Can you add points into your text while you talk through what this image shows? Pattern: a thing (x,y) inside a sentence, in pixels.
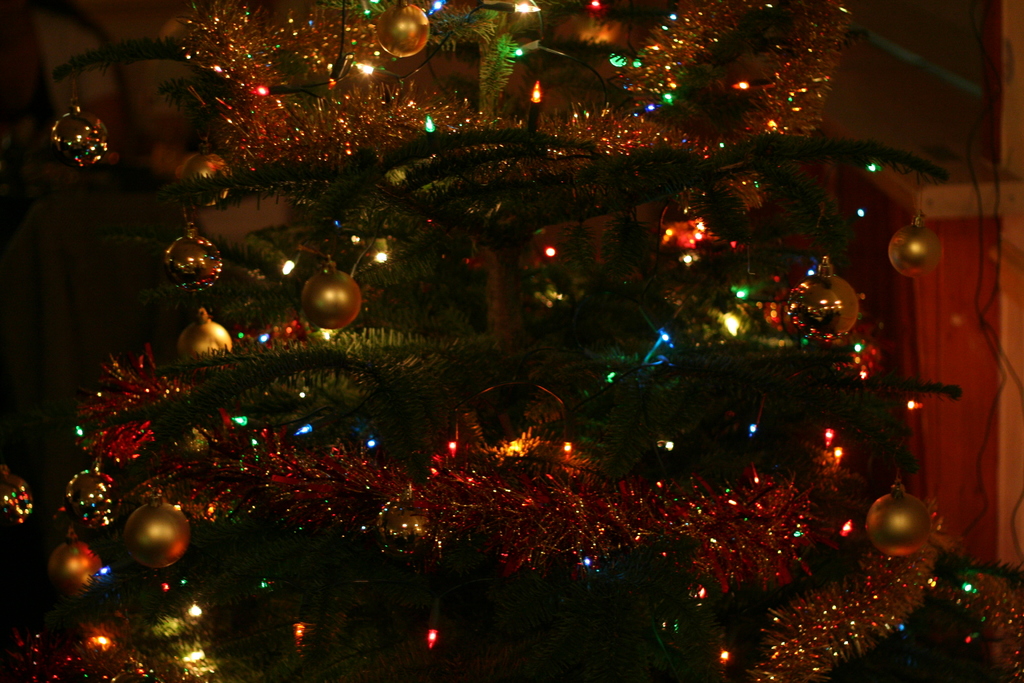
In this image we can see a tree (461,431) which is decorated with some balls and lights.
